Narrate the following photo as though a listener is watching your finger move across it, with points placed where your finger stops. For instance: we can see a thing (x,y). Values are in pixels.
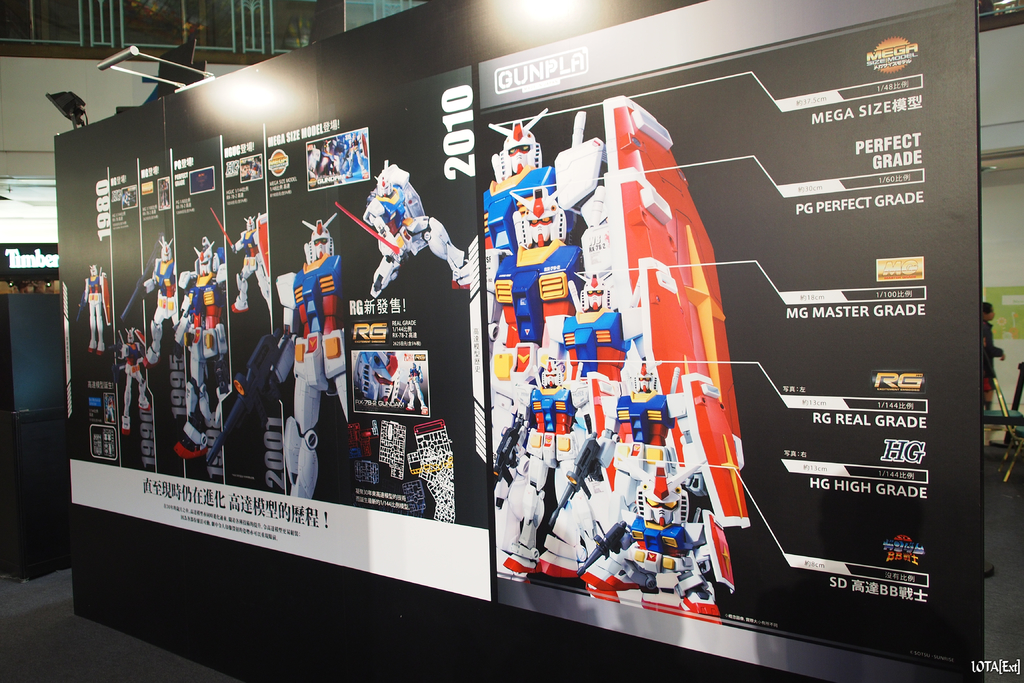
This looks like a hoarding (486,589) with the pictures (393,270) of a robot (196,305) and the letters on it. I think this is a light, which is attached to the hoarding (89,141). In the background (56,71), that looks like a wall (43,67). On the right side of the image (995,355), I can see a person (995,356) standing. At the bottom right corner of the image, I can see the watermark (992,670).
